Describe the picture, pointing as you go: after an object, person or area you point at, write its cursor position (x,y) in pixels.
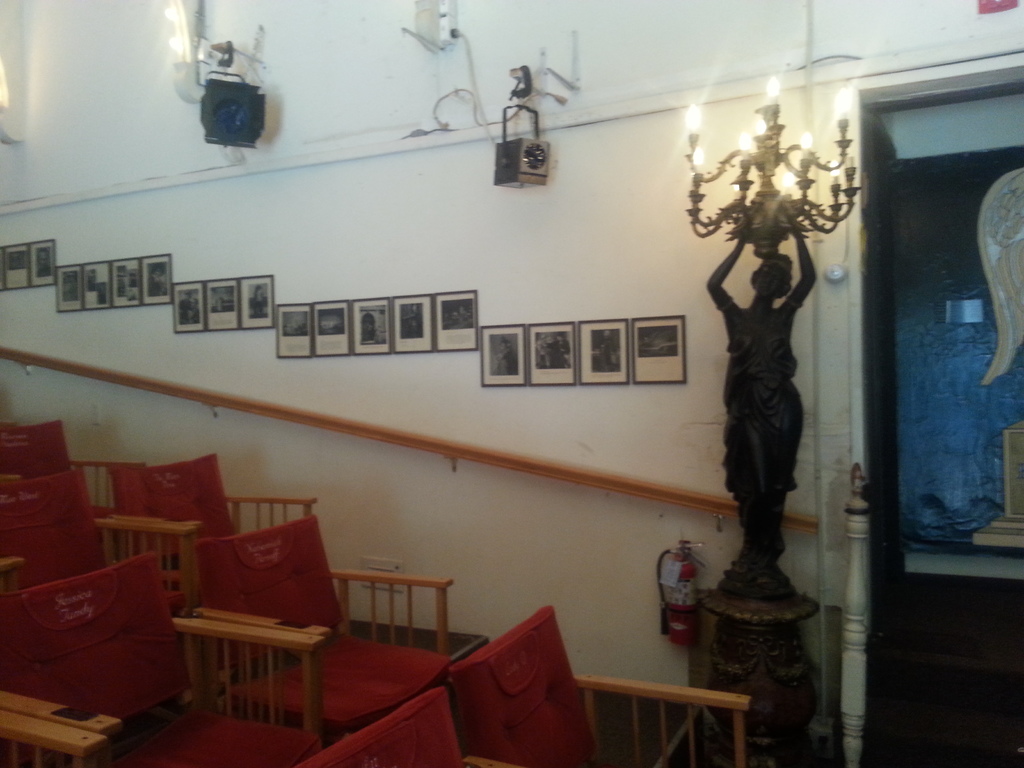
In this image I can see few chairs (343,647), background (439,159) I can see the statue (712,283), lights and I can also see few frames (454,324) attached to the wall (431,217) and the wall (397,208) is in white color.
